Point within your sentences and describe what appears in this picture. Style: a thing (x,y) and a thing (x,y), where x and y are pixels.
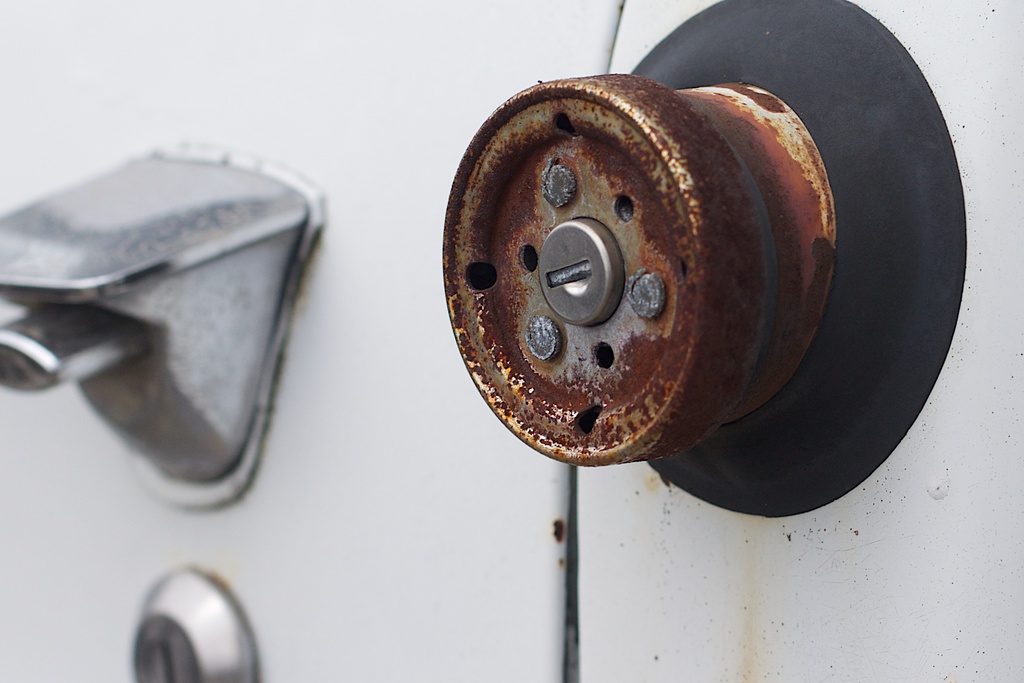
In this image we can see an iron object (529,396) on which we can see rust (573,371) is formed. The background of the image (183,6) is blurred, where we can see a few more objects (129,398) are fixed to the white color surface (380,484).
